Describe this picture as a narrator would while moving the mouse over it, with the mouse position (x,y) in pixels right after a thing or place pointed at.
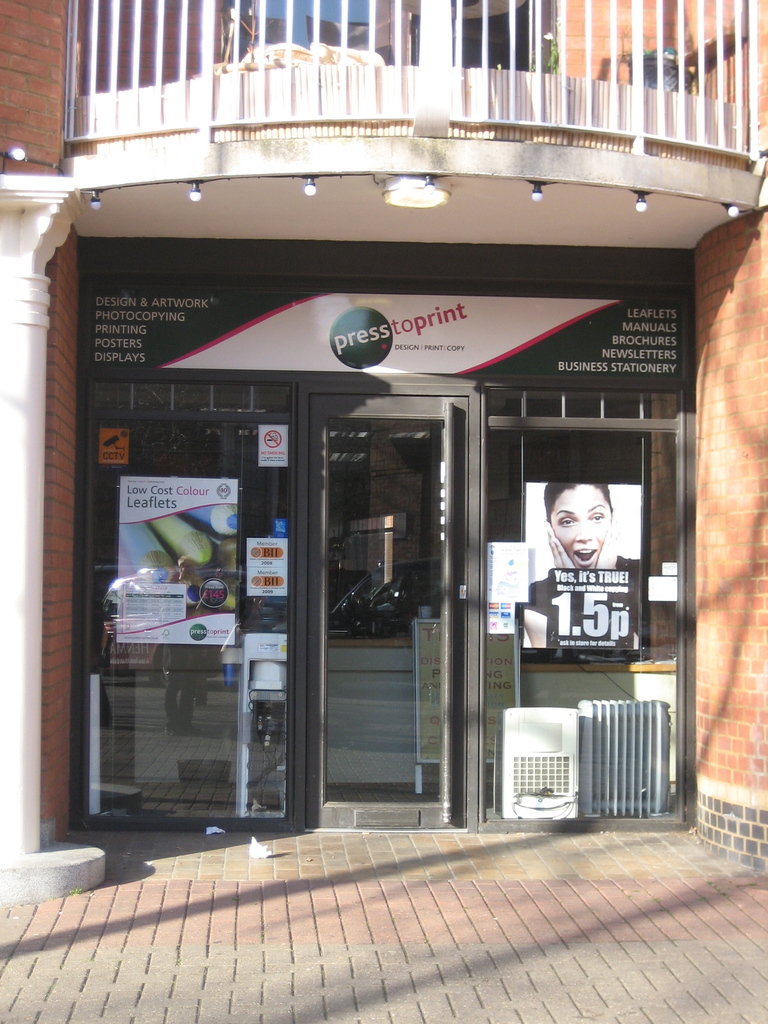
In this picture there is a building (362,398). In the middle of the image (356,611) there is a door (346,532) and there are posters (234,527) on the mirror (262,536) and there is a board (164,364) and there is a text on the board (378,323). At the top (588,50) there are lights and there is a railing (202,2). At the bottom (299,920) there are tiles (679,946).
